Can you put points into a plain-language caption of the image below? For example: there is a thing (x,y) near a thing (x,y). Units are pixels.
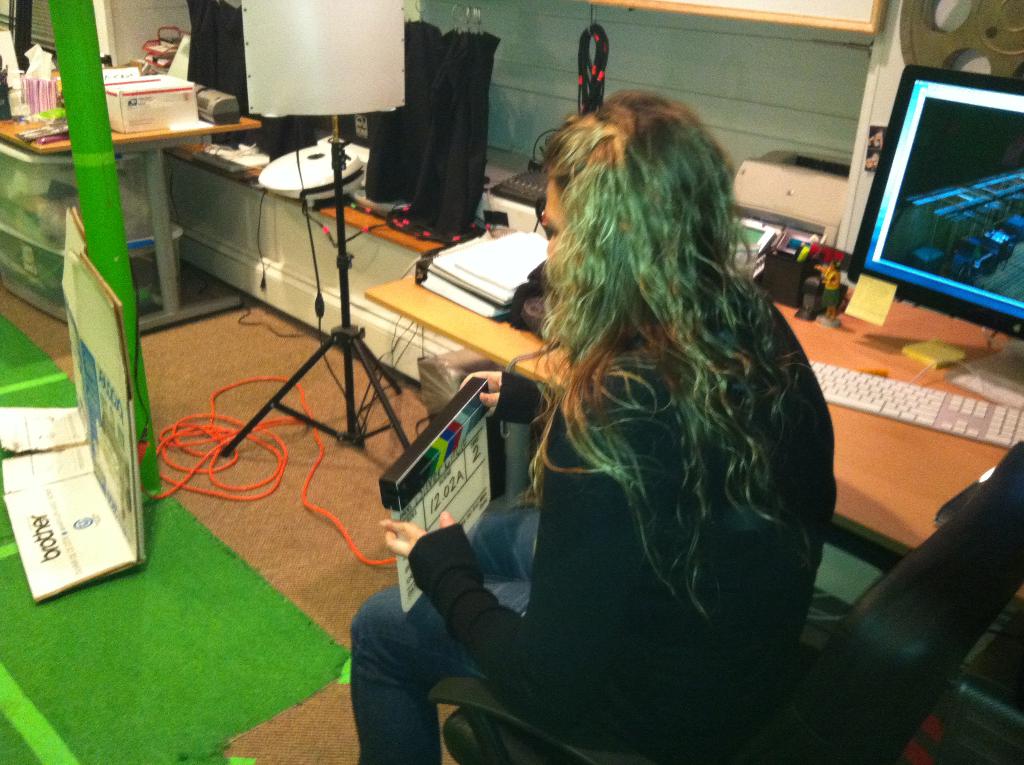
In this image we can see a lady (638,464) sitting and holding a clapping slate board (459,512). In the background (513,443) there are tables (852,427) and we can see a computer (963,284), keyboard (881,381), books (498,269) and some objects (788,273) placed on the tables (894,374). We can see a stand (332,141) and a wire (195,470). In the background (703,41) there is a wall (804,47). At the bottom (284,657) there is a mat (131,598) and a board (125,495).
